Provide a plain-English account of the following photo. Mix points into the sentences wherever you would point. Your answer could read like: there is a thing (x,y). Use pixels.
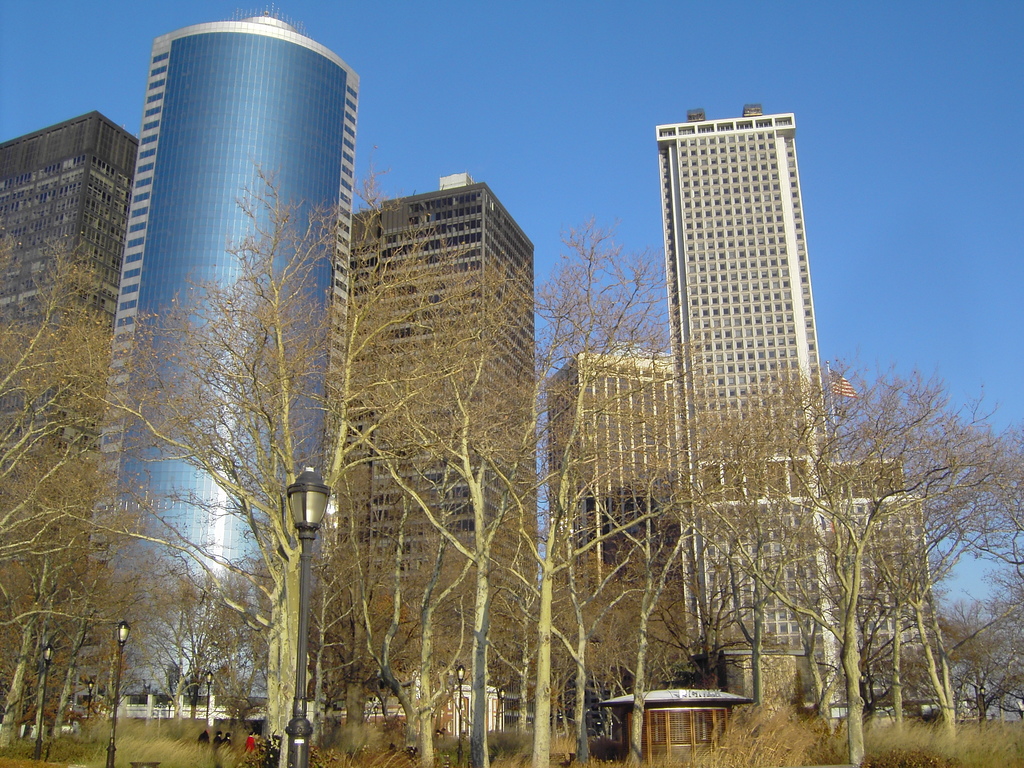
In this picture we can see light poles (298,664), trees (376,590), buildings (776,326), plants (713,749), wall (147,715), shed (718,712), flag (848,392) and some people (203,737) and in the background (842,371) we can see the sky (654,67).
